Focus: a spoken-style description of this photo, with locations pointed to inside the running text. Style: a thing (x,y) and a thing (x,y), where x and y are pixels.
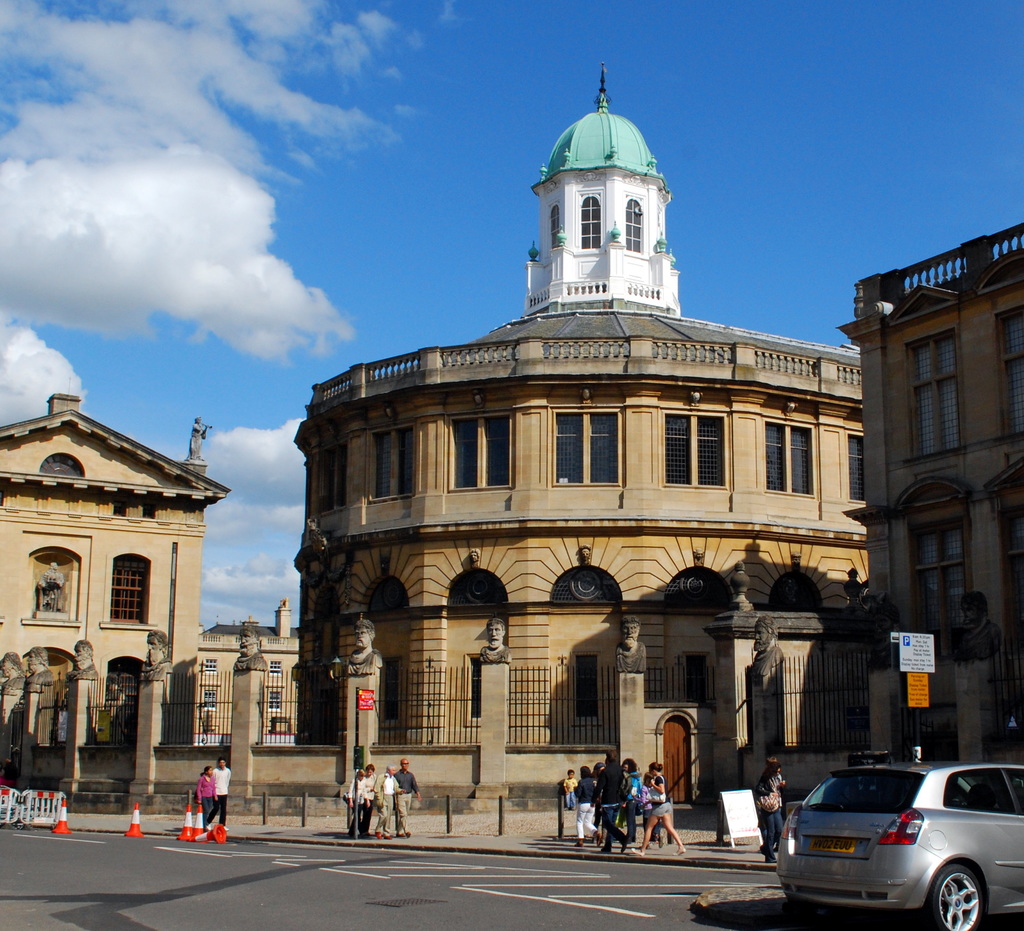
In this picture I can see there is a car (873,856) on to right side (861,829) and there are few people (619,799) walking on the walk way (443,839). There are few buildings (517,419) in the backdrop (566,458) and it has few windows (463,482), there are few pillars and there are statues (375,672) on the pillars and the sky (343,179) is partly cloudy.
